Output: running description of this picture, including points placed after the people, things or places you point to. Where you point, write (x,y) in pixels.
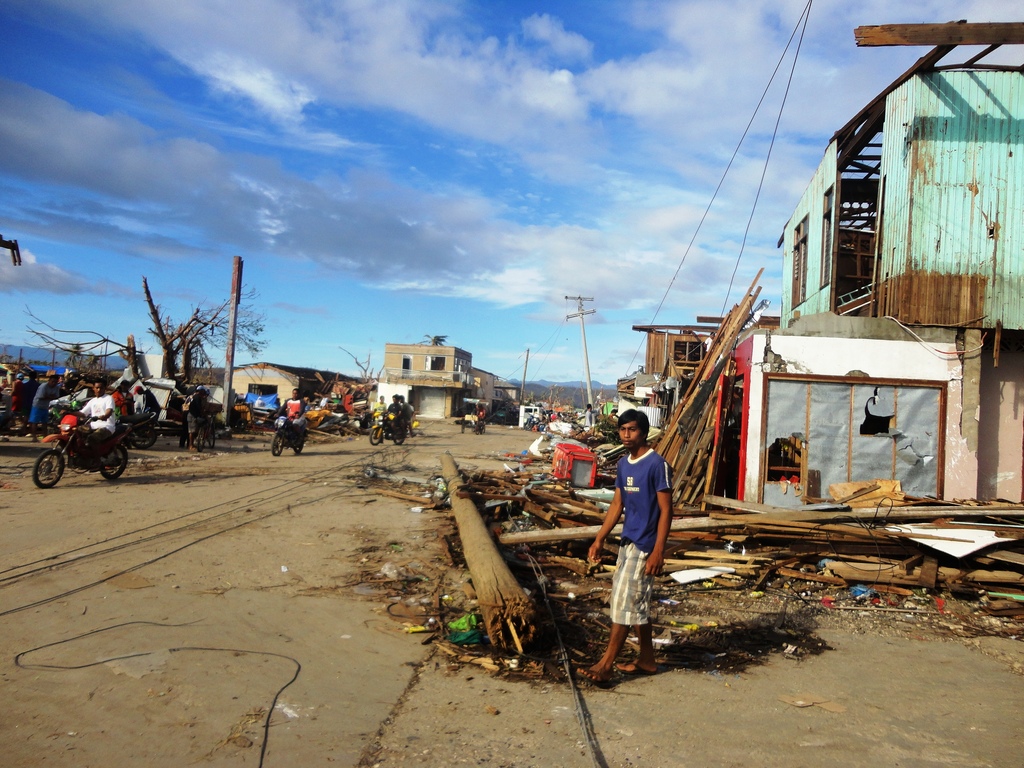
In this picture I can see vehicles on the road (363,644). There are group of people (36,380). I can see buildings (689,354), trees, poles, and in the background (489,144) there is the sky (535,151).
